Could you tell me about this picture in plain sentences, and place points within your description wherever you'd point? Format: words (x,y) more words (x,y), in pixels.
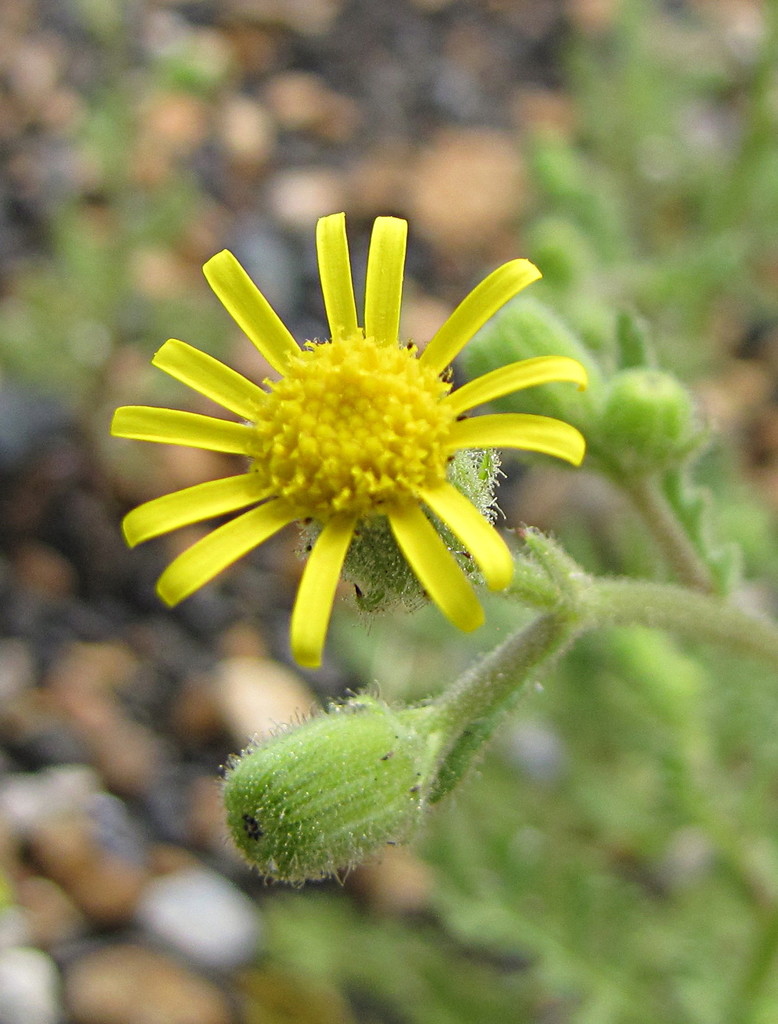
In the center of this picture (363,393) we can see a yellow color flower (399,560) and the buds (540,339). In the background (157,778) we can see some other objects (530,81).
